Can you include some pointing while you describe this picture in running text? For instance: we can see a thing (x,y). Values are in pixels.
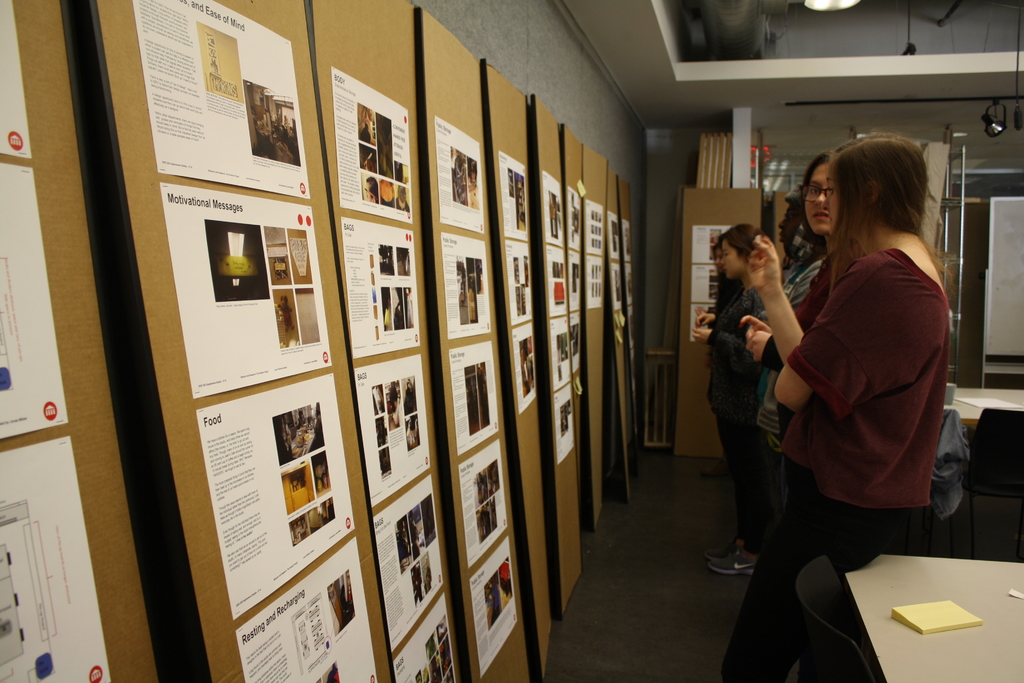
In this image, we can see people (775,320) and there are papers (312,276) with some text (234,212) are pasted on the boards (316,238) and we can see stands (952,183), lights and some other objects (963,426). At the bottom (998,456), there are chairs (971,494) and we can see papers (1005,401) on the tables (968,635).
